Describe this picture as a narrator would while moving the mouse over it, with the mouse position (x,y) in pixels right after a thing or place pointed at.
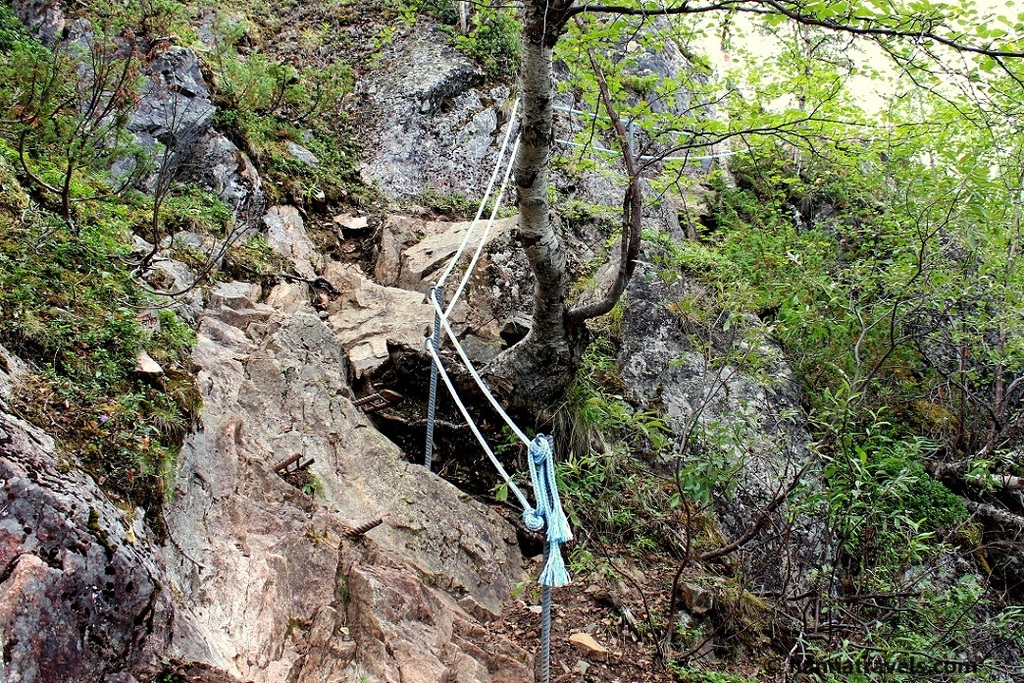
There is a hill (220,165). On that there are trees (598,166) and rocks (435,271). Also there are ropes (509,130) with poles (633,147).
